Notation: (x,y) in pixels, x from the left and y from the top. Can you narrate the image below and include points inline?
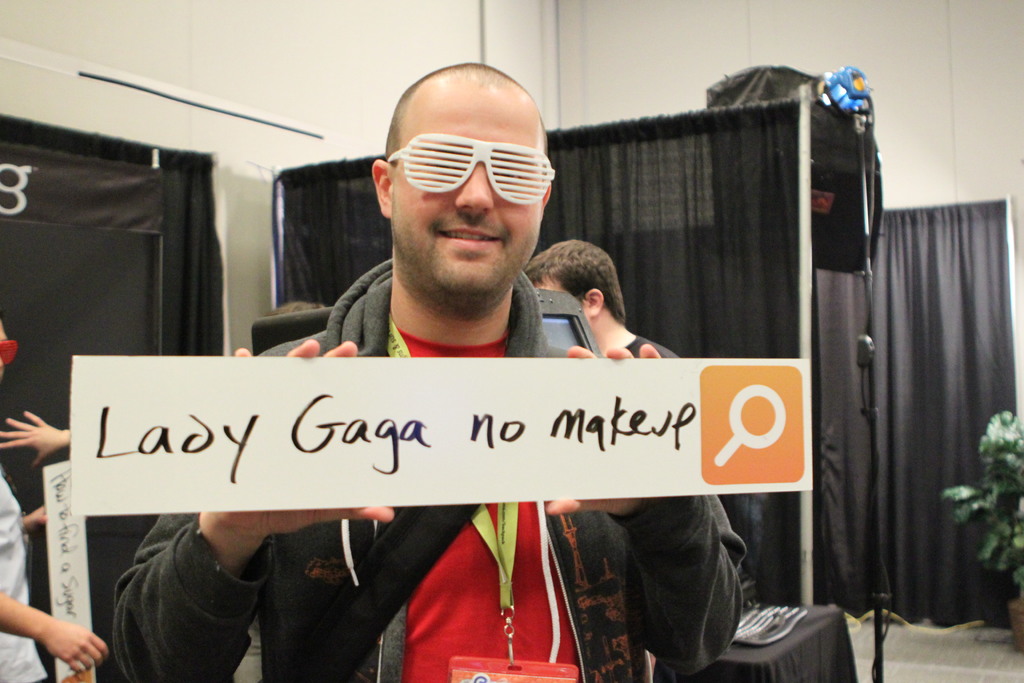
In this image we can see persons (422,221) standing on the floor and holding boards (504,485) in their hands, curtains (891,295), houseplants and tables (826,621) with objects (751,615) on them.
